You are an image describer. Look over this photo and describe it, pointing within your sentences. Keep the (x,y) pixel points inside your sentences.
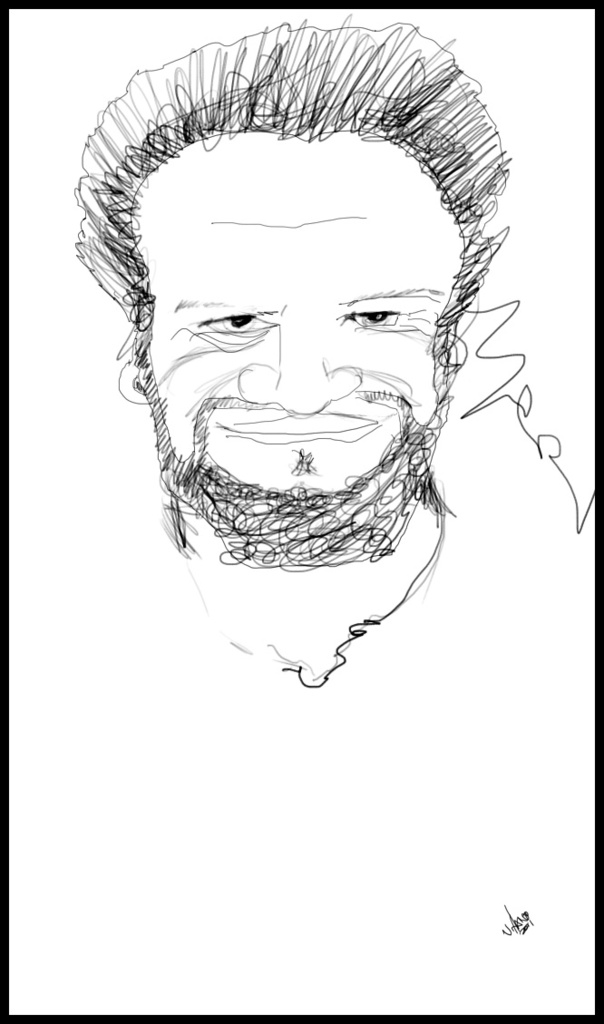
It is a rough sketch of a man (312,577).
